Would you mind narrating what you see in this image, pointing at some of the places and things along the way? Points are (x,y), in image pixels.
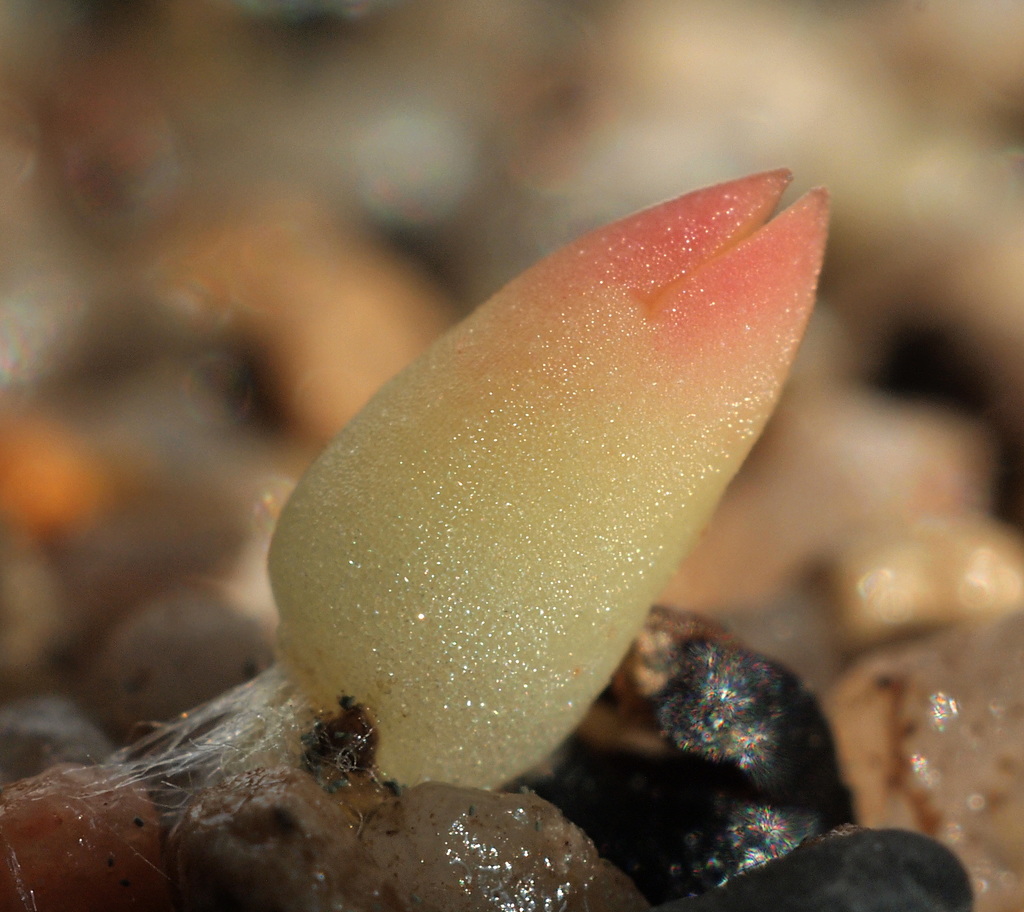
This is a zoomed in picture. In the foreground (541,672) we can see a seedling (626,358) and the background of the image (111,333) is blurry.
